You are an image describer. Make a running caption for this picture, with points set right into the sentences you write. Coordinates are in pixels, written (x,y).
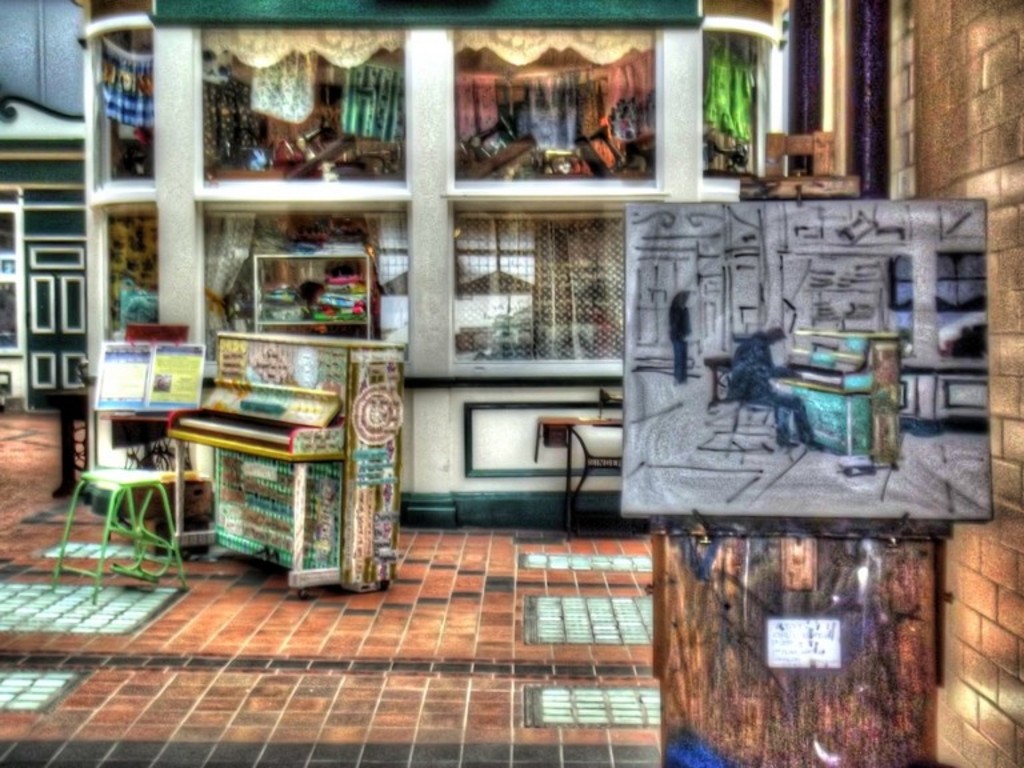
This image is an animated image. At the bottom of the image (218,686) there is a floor (224,645). In the middle of the image (380,451) there is a table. On the right side of the image (988,101) there is a wall (999,203) and there is a board (937,503). In the background (260,154) there is a building (439,252) with walls (427,285) and windows (359,99). On the left side of the image (50,260) there is another building (34,225).
